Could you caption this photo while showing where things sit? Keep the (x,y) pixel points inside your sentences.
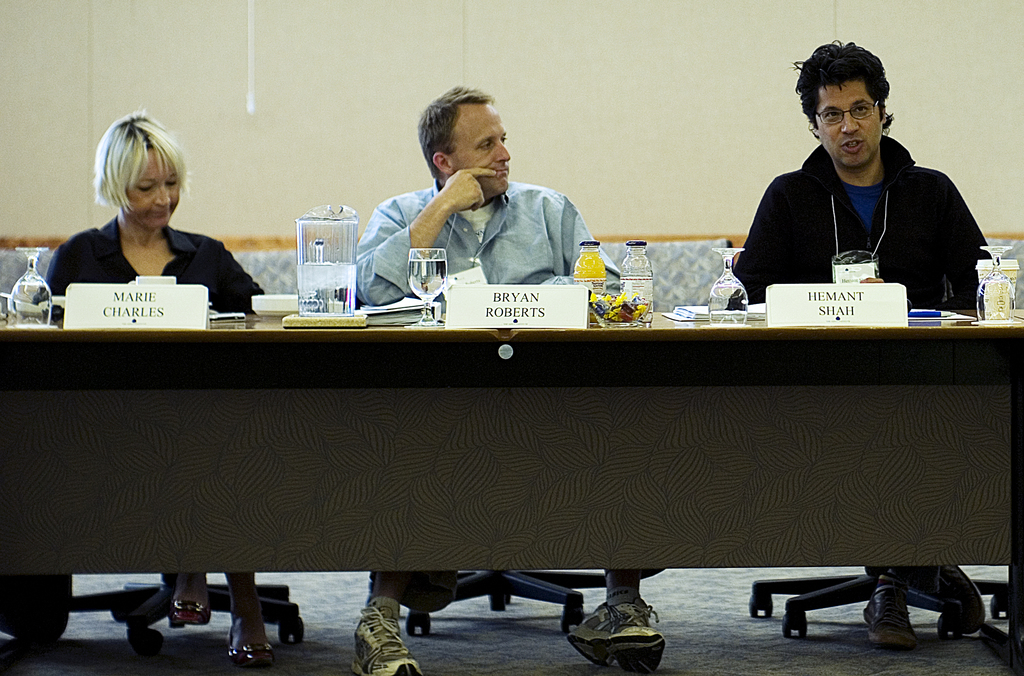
In this picture three people (519,206) sitting on the table (835,425) and there is a lady (209,236) to the left side (155,269) named MARIE CHARLES (126,299) and in the middle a guy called BRYAN ROBERTS and to the right (785,217) a guy (834,210) is sitting who is HEMANT SHAH (847,219) and on the table (611,370) there are many objects (446,287) placed.
